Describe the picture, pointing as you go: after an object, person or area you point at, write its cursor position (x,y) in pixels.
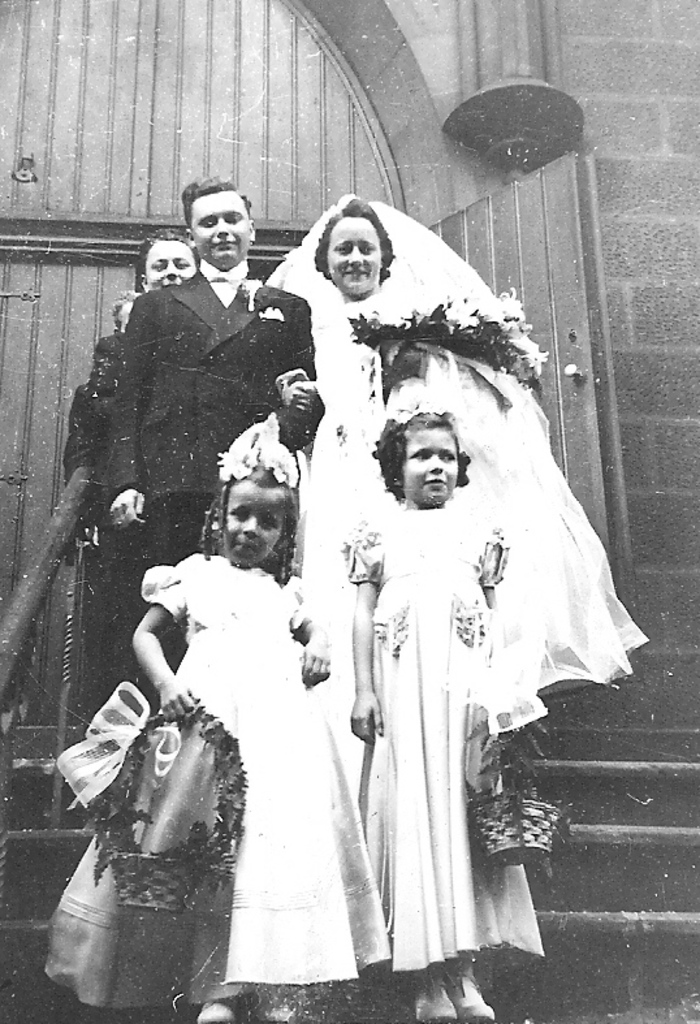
In this image there is a bride (332,327) and groom (172,503) along with some people (90,875) standing on the stairs (54,855), behind them there is a building (625,480).
